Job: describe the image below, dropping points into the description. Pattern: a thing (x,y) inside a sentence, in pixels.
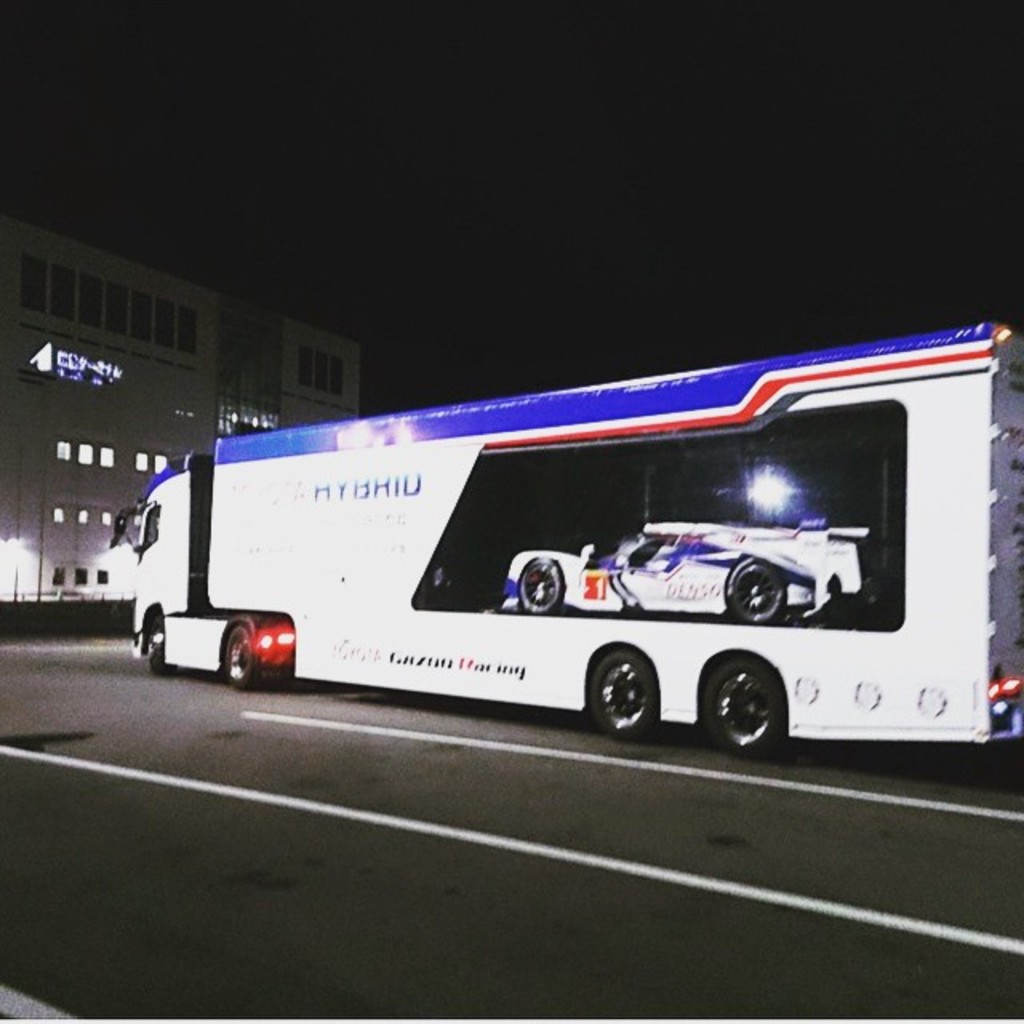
In the middle of the picture (355,501), we see a vehicle (661,716) in white, black and blue color. We see some text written on the vehicle (462,634). At the bottom (516,747), we see the road (333,851). On the left side (257,346), we see a pole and a building (141,385) in white color. It has the glass windows (104,515). In the background (411,231), we see the sky (516,283), which is black in color. This picture might be clicked in the dark.
